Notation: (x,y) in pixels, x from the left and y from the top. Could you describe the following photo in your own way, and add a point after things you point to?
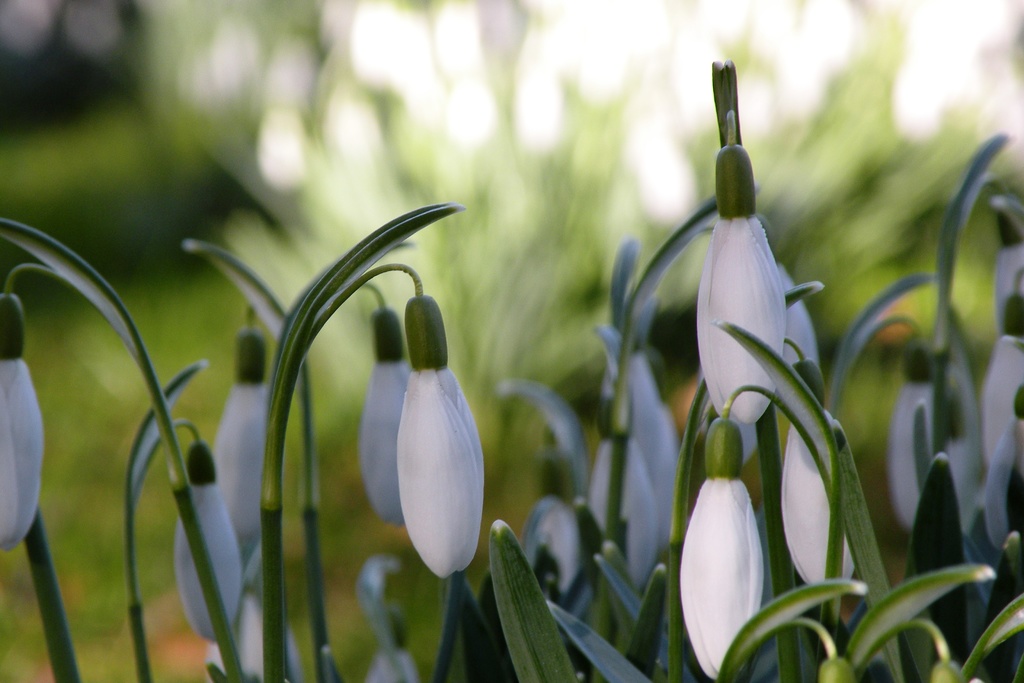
In the image there are many snowdrop plants (527,541), there are beautiful white flowers (440,471) to the plants (697,537) and the background is blurred.
